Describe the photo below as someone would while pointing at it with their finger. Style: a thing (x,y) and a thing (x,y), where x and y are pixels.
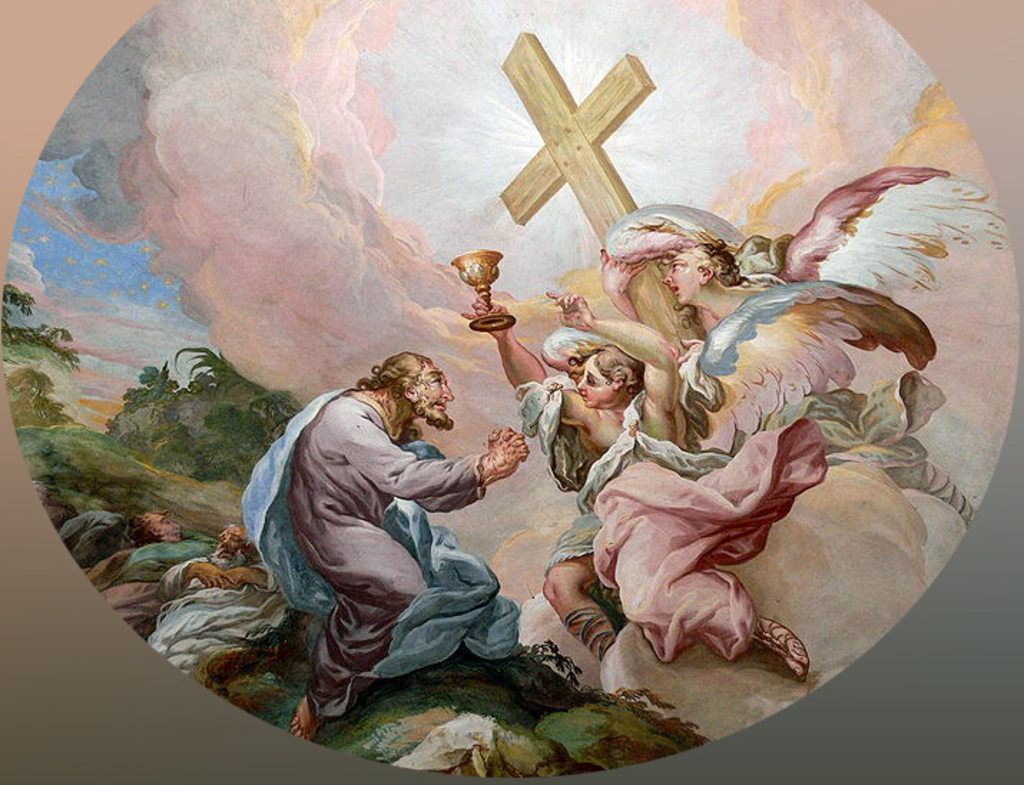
This is a painting (509,530) on the wall (853,675) and here we can see some people (342,500) and one of them is holding a cross (582,203) and another a cup (492,320). In the background (516,410), there are trees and rocks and there is sky (133,250).
